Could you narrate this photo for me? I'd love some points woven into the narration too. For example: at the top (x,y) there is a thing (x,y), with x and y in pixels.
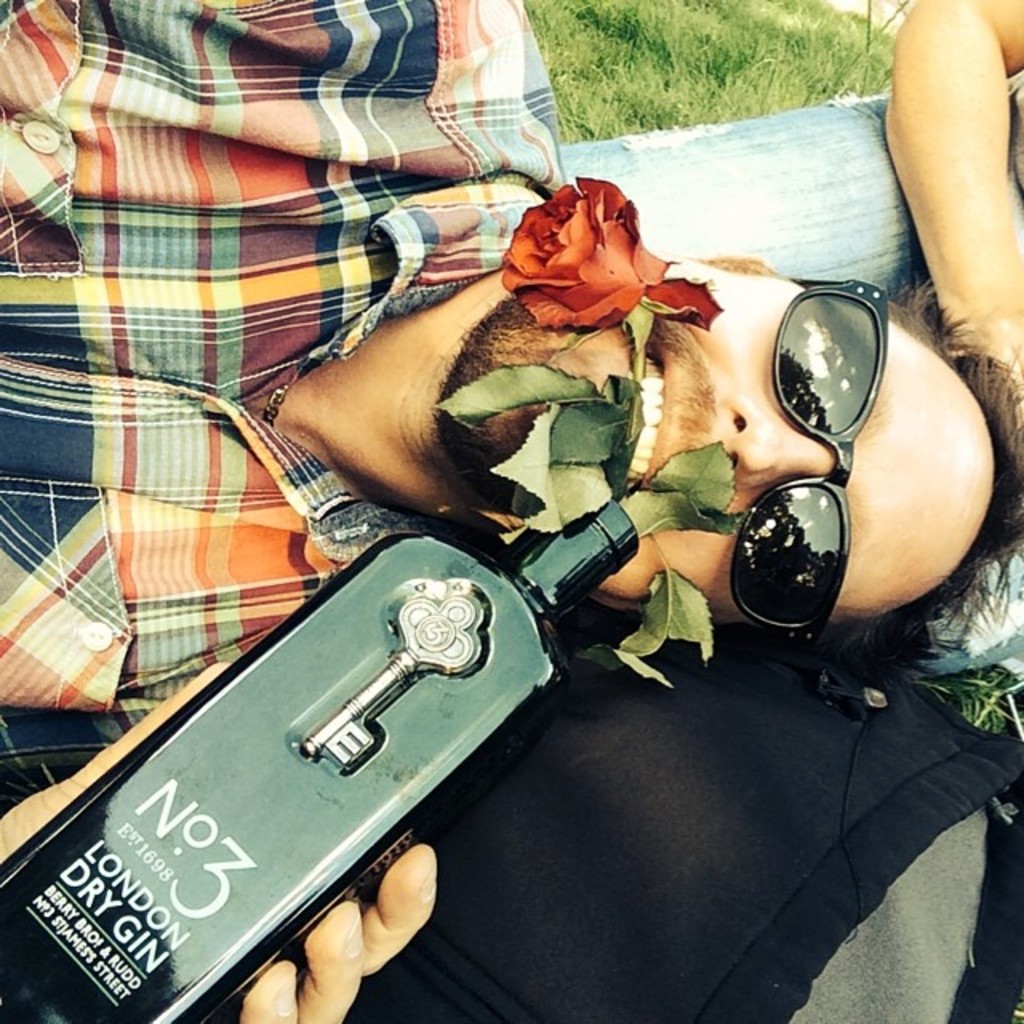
In this picture there is a man (848,469) who is lying on the floor (728,56) in the center of the image (509,353), there is a flower (571,423) in his mouth (629,402) and he is holding a bottle (291,688) in his hand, there is a girl (950,122) on the right side of the image (1014,8).
